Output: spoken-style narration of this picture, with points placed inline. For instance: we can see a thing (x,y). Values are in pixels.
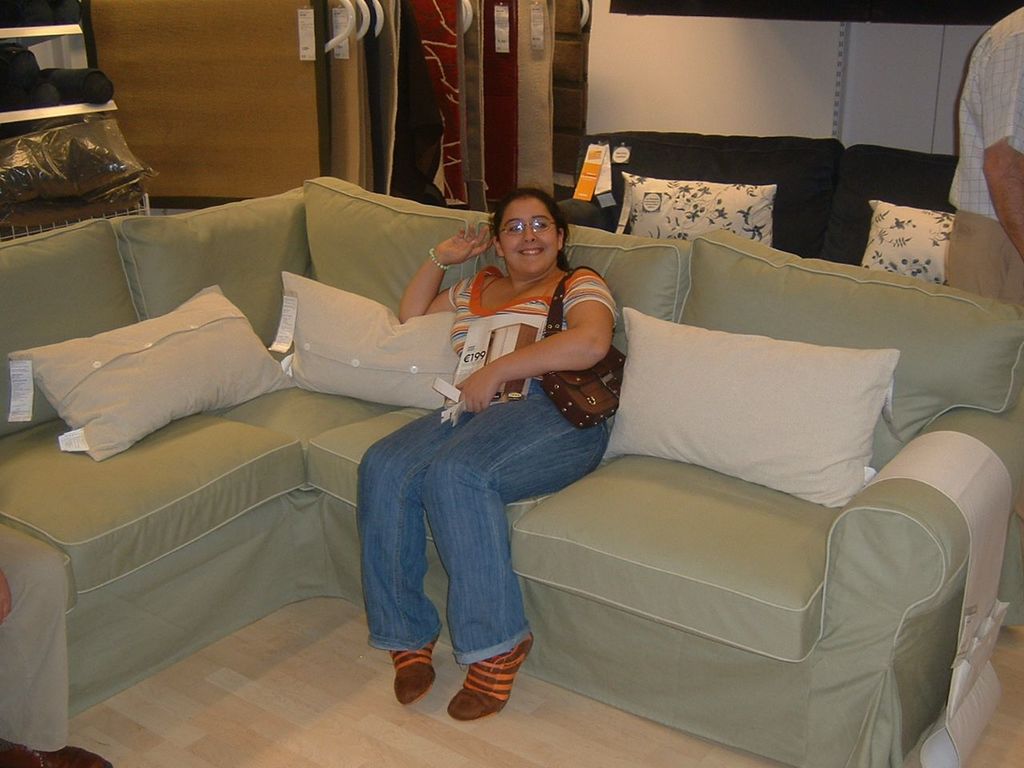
In this picture we can see a woman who is sitting on the sofa (680,588). These are the pillows (353,383). And this is floor (252,716). On the background (234,198) there is a wall (666,57).
